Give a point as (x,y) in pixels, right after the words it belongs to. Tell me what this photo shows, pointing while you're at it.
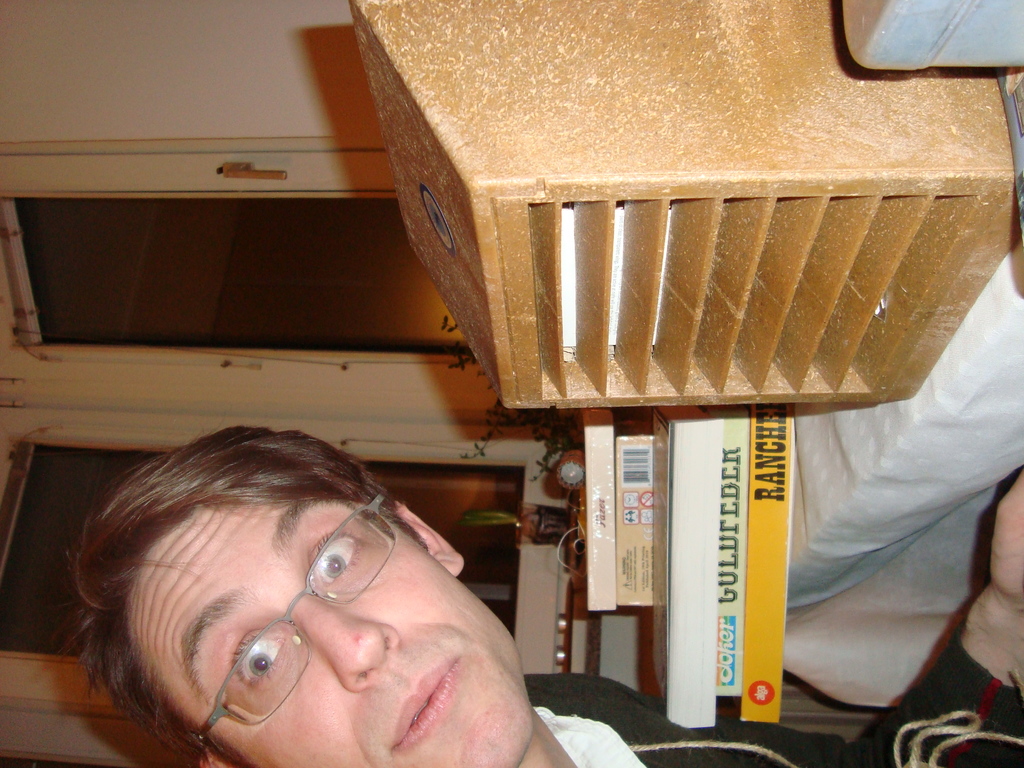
In this image I can see at the bottom (451,673) there is a man (451,673) looking at his side, he wore spectacles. In the middle (635,497) there are books (749,473) on this desk (868,458). At the top (371,189) there are glass windows (352,451).
